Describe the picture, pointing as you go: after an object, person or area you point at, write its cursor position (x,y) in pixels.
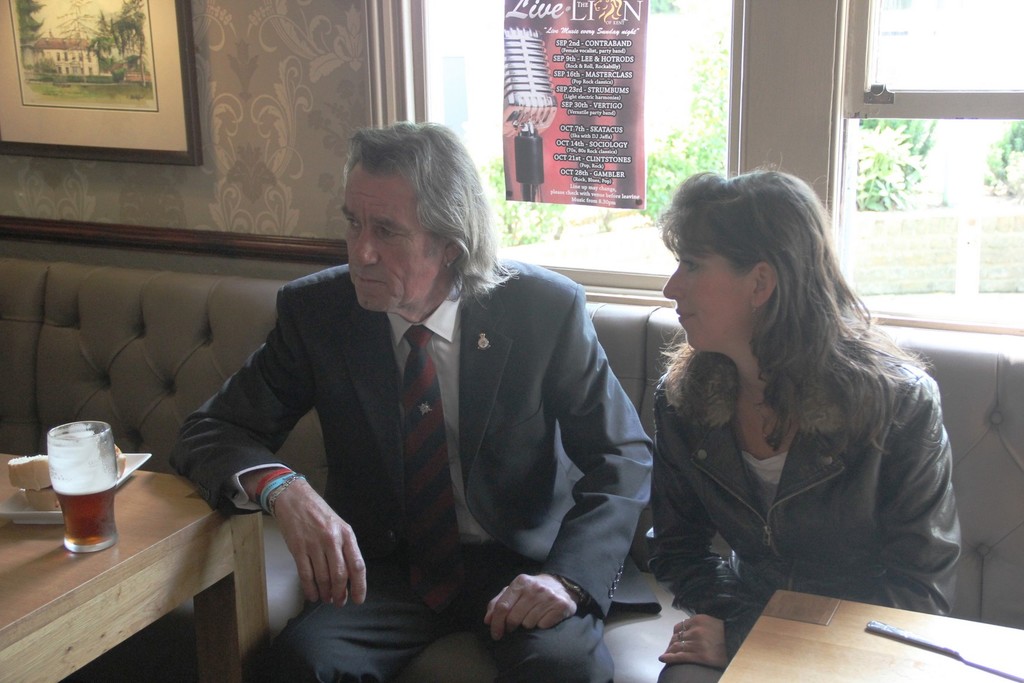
In this image I can see a man (556,491) and a woman (857,509) are sitting on a couch (966,440). Here I can see two tables (221,588) and on this table (152,492) I can see a glass (83,511) and a plate (136,460). On this wall (241,138) I can see a frame (147,140).
